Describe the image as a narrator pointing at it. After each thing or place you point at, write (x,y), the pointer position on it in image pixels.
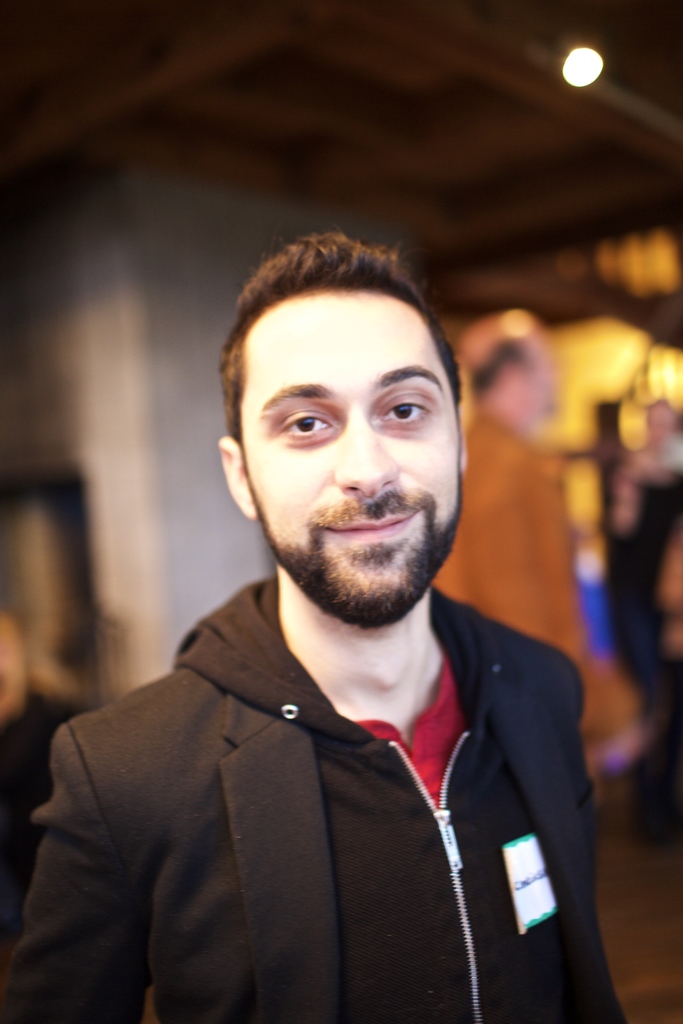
In this image, I can see a man (396,853) smiling. On the right side of the image (551,612), I can see a person (599,698). At the top right side of the image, there is light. The background (586,97) is blurry.
